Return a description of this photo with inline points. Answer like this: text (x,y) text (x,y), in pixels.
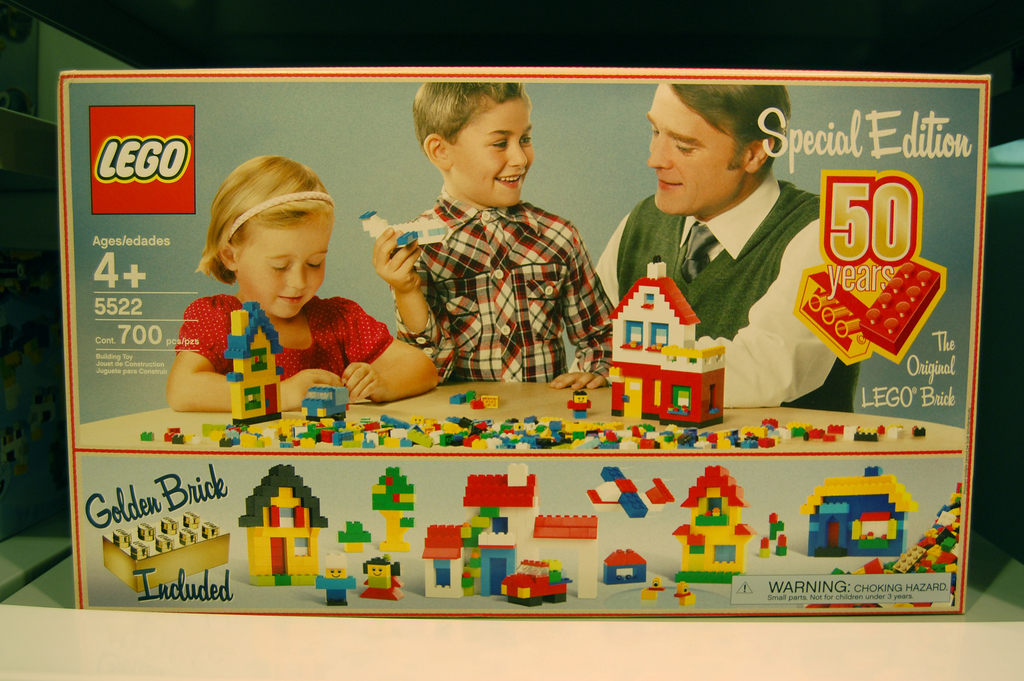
In this picture there is a box (624,167). On the box (243,372) there is a picture (522,269) of group of people (713,339) and there are building blocks (643,349) on the table (452,425). At the bottom (478,578) there are toys (408,500) with building blocks (441,534). At the bottom (932,649) there is a table (949,657).
